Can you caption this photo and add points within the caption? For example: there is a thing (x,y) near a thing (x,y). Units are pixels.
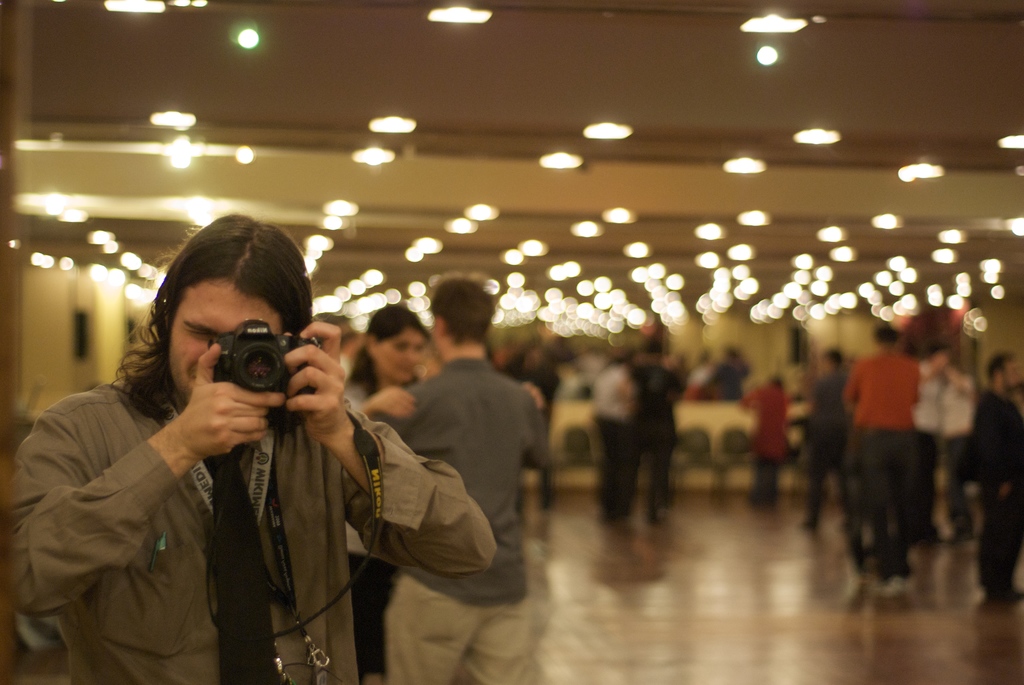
As we can see in the image there are lights (740,260), few people (878,340) standing here and there and the man (149,391) who is standing here is holding camera (241,364).
